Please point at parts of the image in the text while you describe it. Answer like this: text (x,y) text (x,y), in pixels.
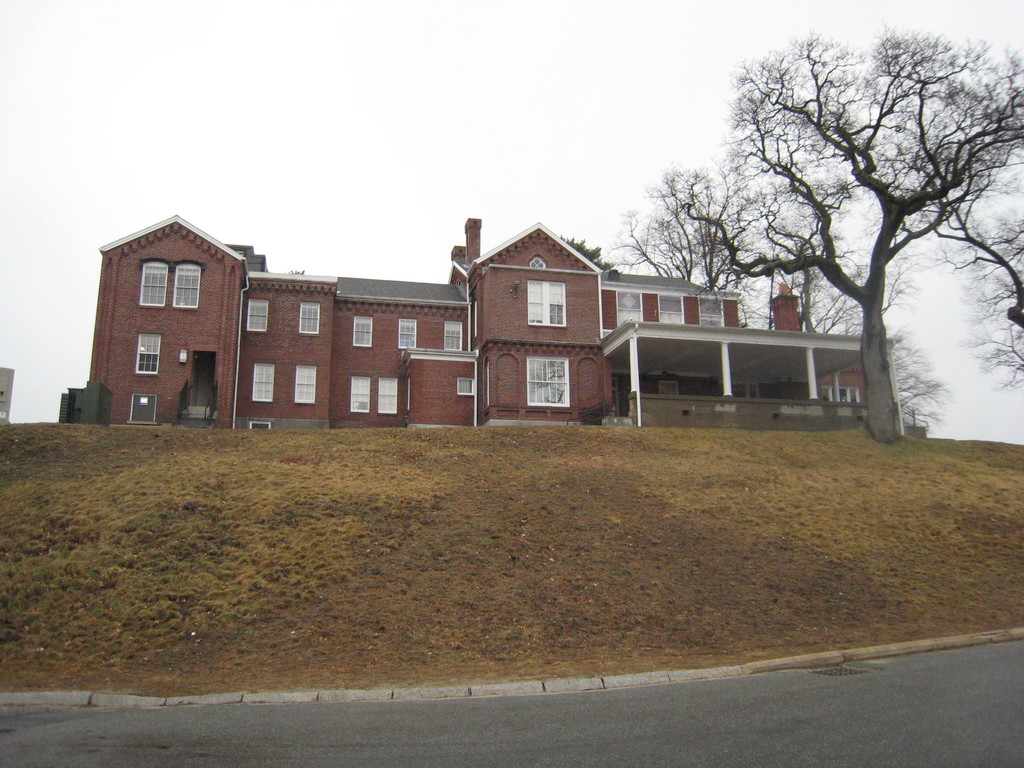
This picture is clicked outside. On the right (881,172) there is a tree (845,150). In the center (455,346) we can see the houses (473,377) and we can see the windows (364,392) of the houses (438,370) and there are some objects (62,413) placed on the ground (475,437). In the background (562,122) there is a sky (105,108).
